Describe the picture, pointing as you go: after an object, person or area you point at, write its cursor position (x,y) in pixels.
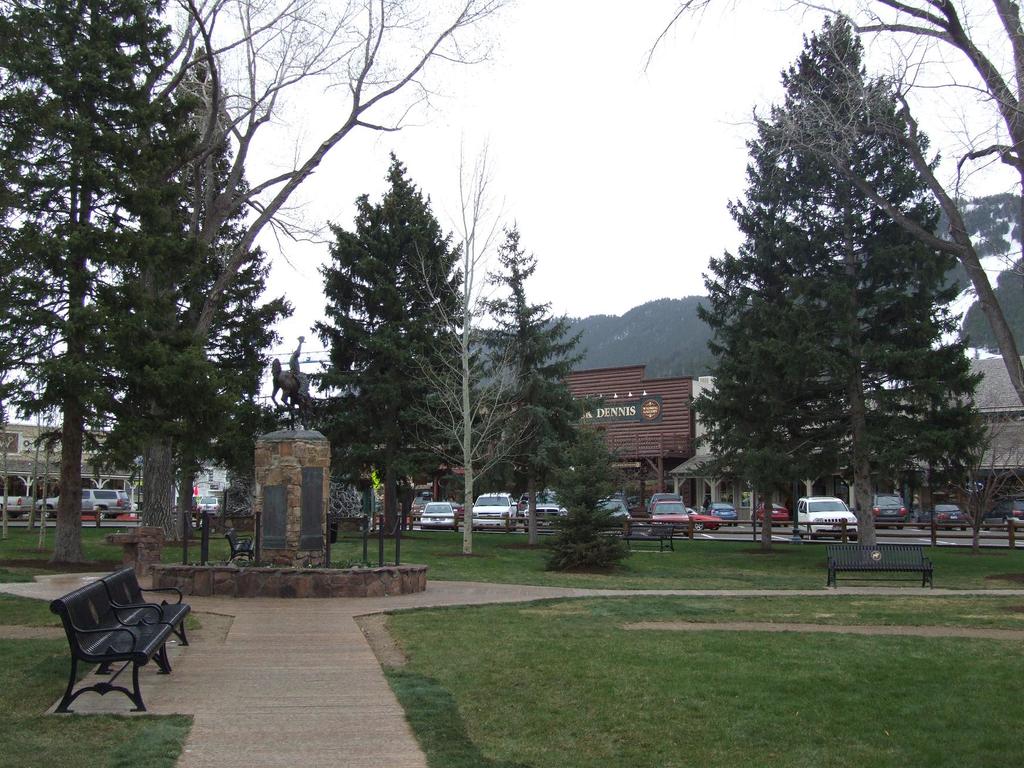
In this picture I can see the grass (104,546) in front (686,564), on which there are benches (829,583) and few trees (527,428) and I can also see a statue (274,430) in the center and in the middle of this picture (628,451) I see number of buildings (1006,382) and number of cars (718,510). In the background (267,346) I see the sky (737,158).
